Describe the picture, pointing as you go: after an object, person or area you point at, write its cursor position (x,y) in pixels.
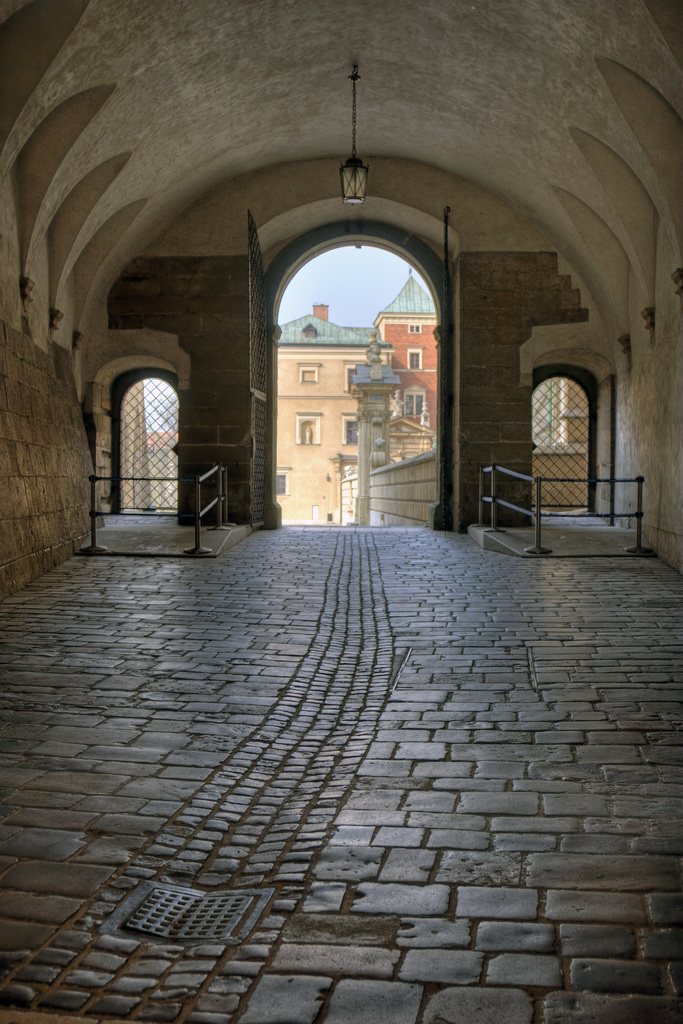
In this image we can see the interior part (303,696) of a building (206,124) with windows (128,503), a door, the floor (373,801) and a roof (233,179) with a ceiling light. On the backside (310,391) we can see some buildings (344,393) with windows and the sky (313,289).
